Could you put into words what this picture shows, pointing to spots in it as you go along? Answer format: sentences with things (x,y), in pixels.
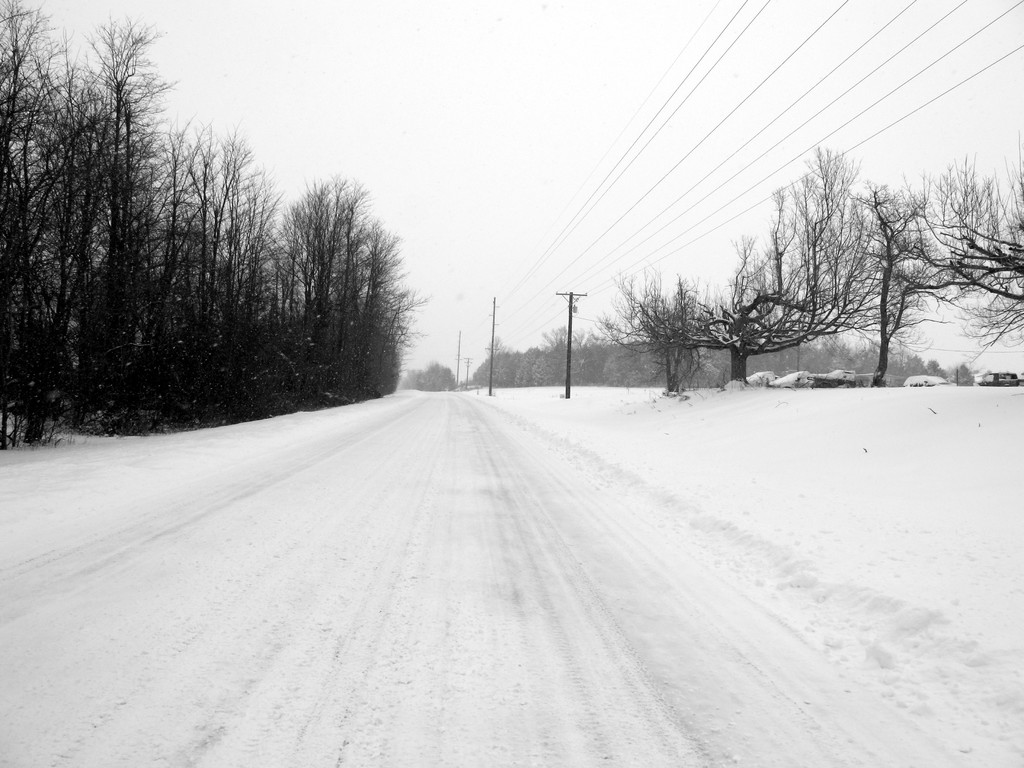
In the picture I can see trees (669,378), wires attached to poles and the snow (491,589). In the background (500,87) I can see the sky (491,80). This picture is black and white in color.
